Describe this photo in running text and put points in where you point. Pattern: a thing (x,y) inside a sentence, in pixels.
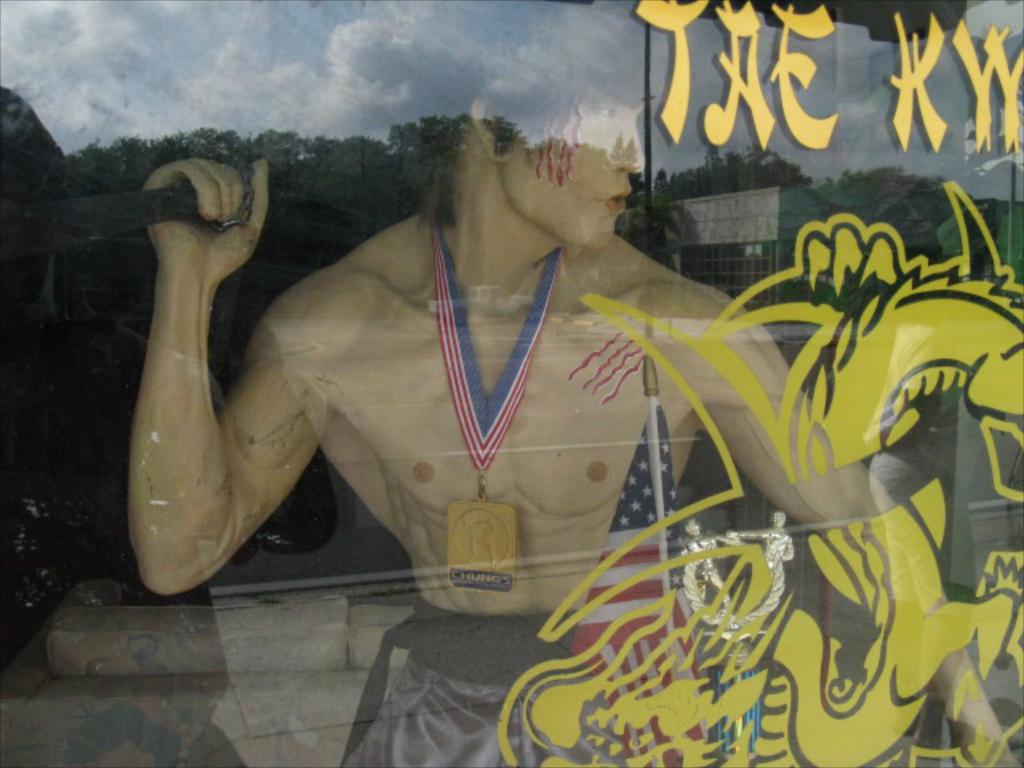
In this image we can see a mannequin (397,422), there is an object (124,204) in its hand (207,196), there is a medal (459,366) on its body (490,346), there are text (902,109), and image (823,262) on the glass (720,176), also we can see the reflections (774,183) of trees (283,258), a house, and the sky (409,105) on the window glass (33,411).
